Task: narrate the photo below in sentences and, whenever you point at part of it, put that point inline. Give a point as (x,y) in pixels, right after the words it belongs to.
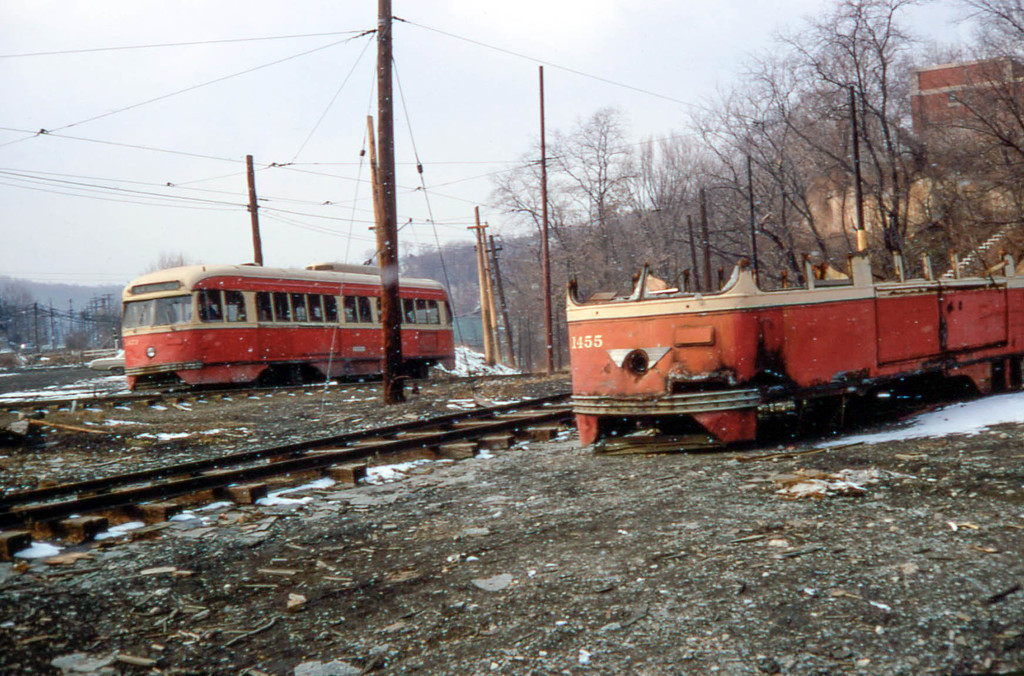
In this image I can see the vehicle (275,375) in red and cream color, few electric poles (382,269), trees (601,221) and I can also see few tracks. Background (83,63) the sky (300,129) is in white color.
